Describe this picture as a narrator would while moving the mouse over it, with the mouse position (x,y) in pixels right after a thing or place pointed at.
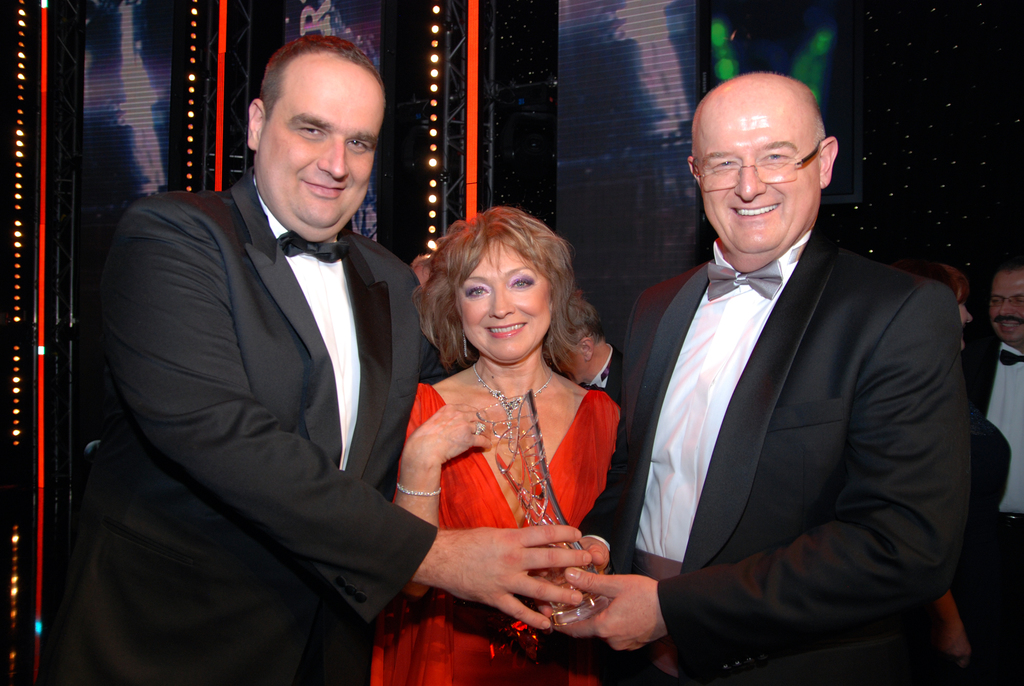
Here I can see two men (747,322) and a woman (468,604) standing, holding an award (579,602) in the hands (549,541), smiling and giving pose for the picture. In the background (1009,478), I can see some more people (1014,373) and some lights (437,63). This is an image clicked in the dark.
